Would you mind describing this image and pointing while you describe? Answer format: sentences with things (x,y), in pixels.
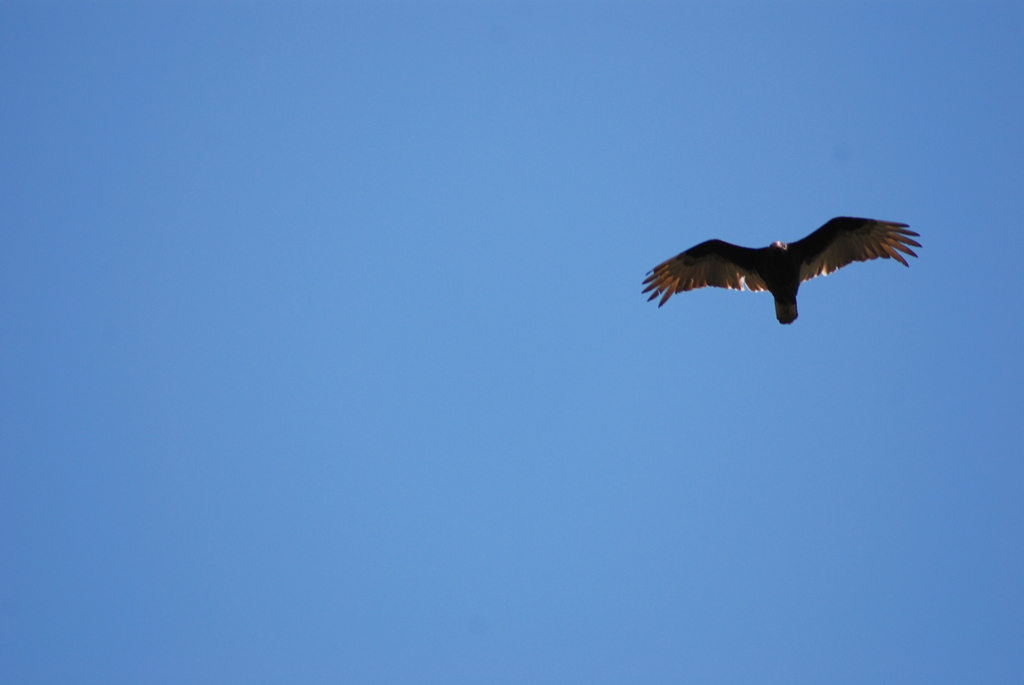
This image is taken outdoors. In the middle of the image (459,273) there is the sky (566,365). On the right side of the image (784,271) a bird (730,286) is flying in the sky (814,306).
